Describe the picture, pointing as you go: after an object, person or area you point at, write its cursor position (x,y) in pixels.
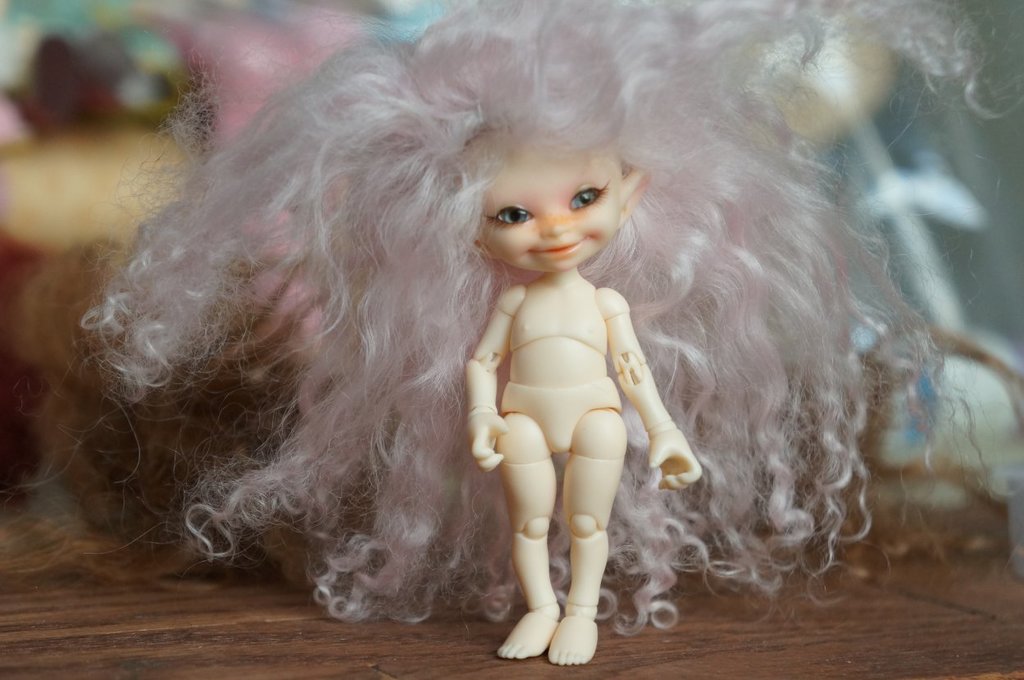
In this image I can see a white color doll (578,404) and pink and white color hair (388,323). The doll (588,413) is on the brown color table (743,589). Background (170,73) is blurred.
